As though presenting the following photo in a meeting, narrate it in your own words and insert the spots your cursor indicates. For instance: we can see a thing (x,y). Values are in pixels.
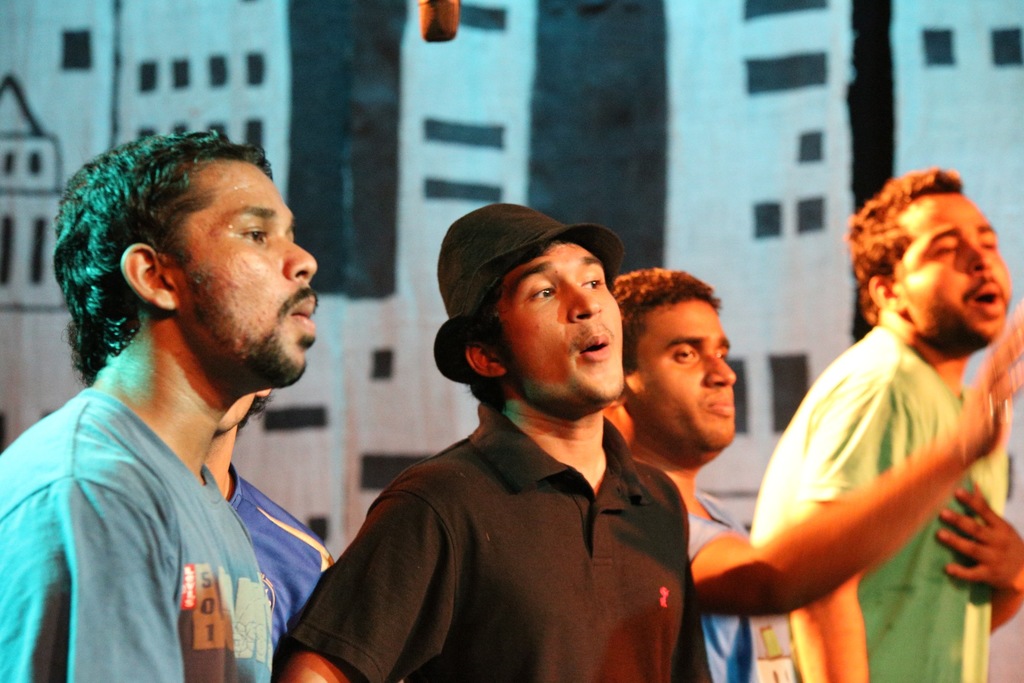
In this picture there are group of people (458,469) standing. At the back (748,32) there is a painting (646,43) on the wall (667,214). At the top (435,15) there is an object (445,15).
